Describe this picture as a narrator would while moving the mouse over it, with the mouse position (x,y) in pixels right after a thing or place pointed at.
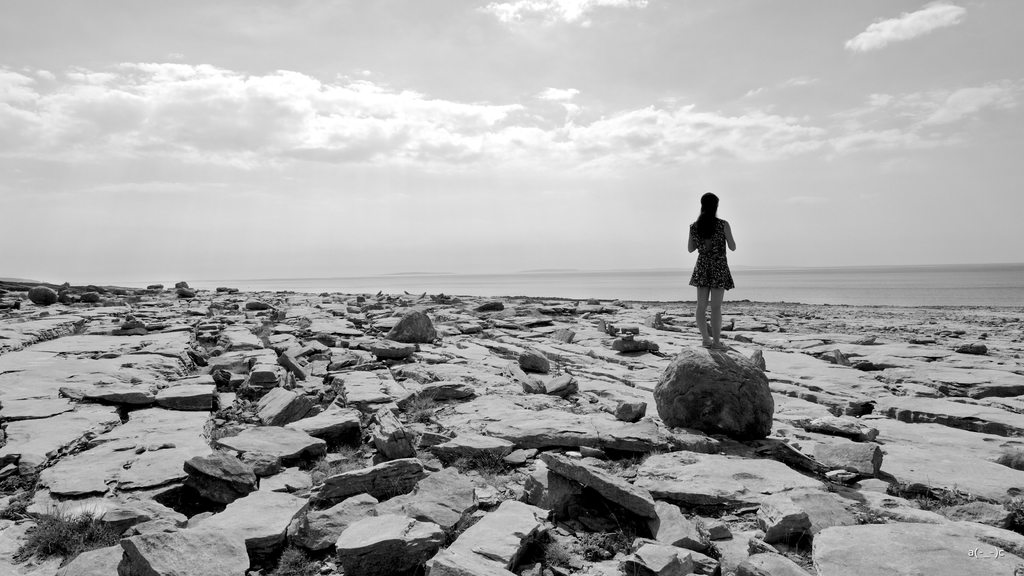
In the picture we can see a surface (244,517) with many rocks (780,505) and a woman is standing on it and behind her we can see a water surface (933,299) and sky (429,157) with clouds (297,134).
